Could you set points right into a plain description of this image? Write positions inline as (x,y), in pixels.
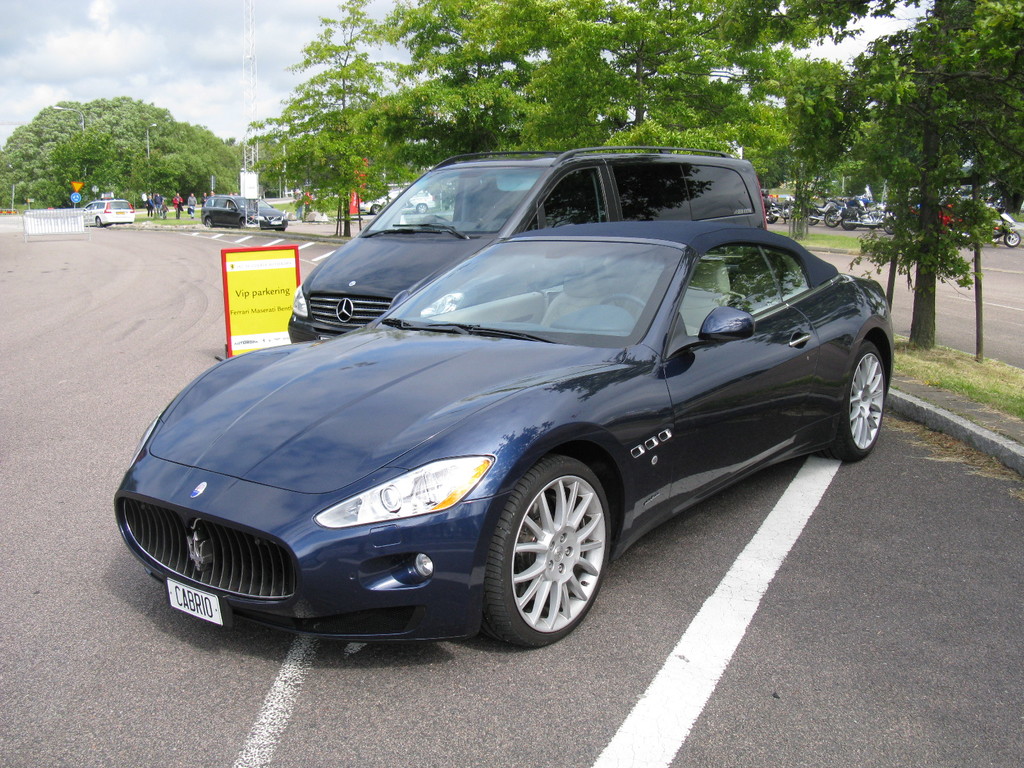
In this picture, there is a car (405,394) in the center (575,446) which is on the road (650,607). It is in navy blue in color. Behind it, there is another vehicle (571,189), which is in black in color. Beside it there is a board (269,295) which is in yellow in color. In the background (230,147), there are trees (470,133), vehicles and a sky (230,138).
